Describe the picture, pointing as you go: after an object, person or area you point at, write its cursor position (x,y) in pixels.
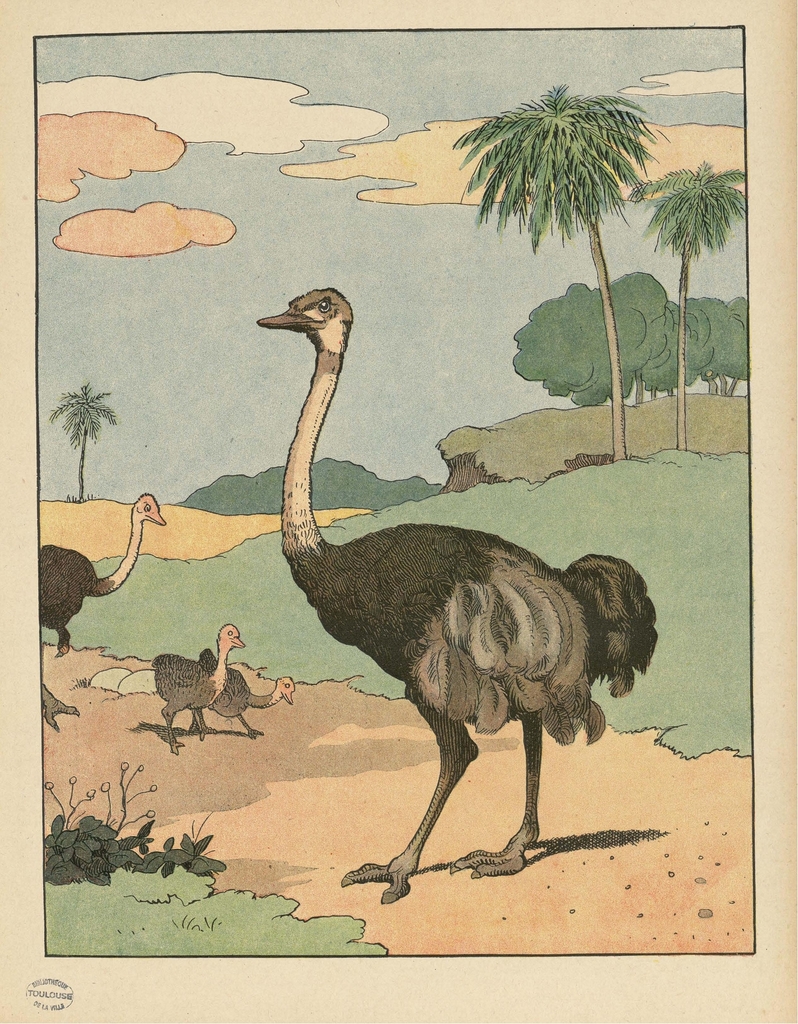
In this picture we can see birds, plants (65,832), trees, grass (559,520) and the clouds (467,198) in the sky (371,223). We can see the text (49,993) and a few things (56,1000) in the bottom left (64,989).
